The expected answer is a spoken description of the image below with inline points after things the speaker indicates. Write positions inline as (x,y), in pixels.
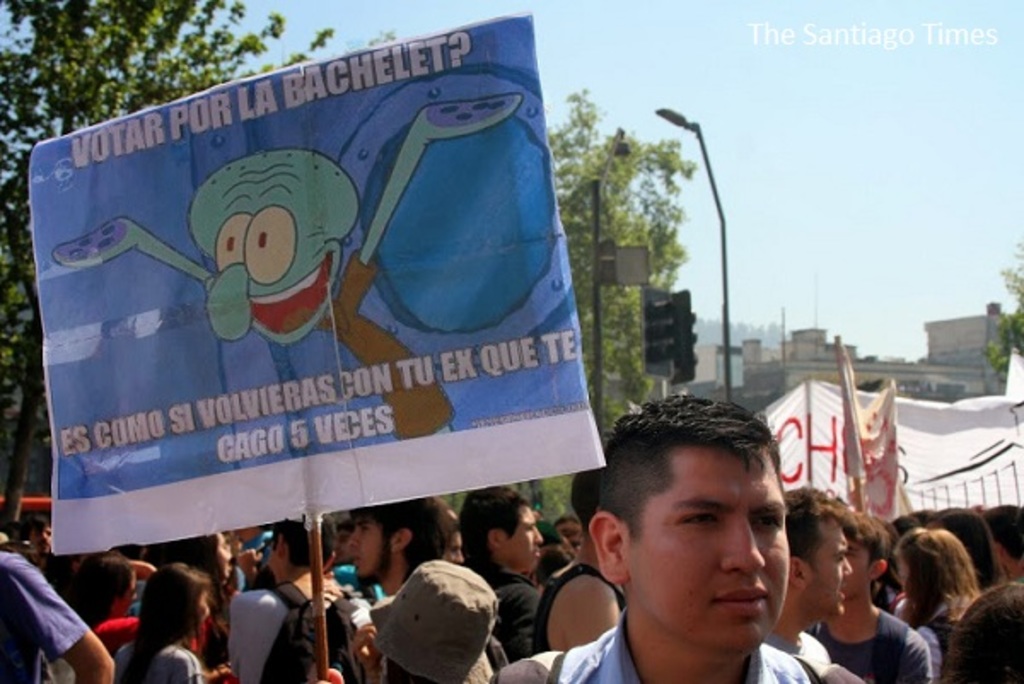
In the picture we can see a group of people (668,581) standing and one man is holding a board (136,427) and In the background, we can see some poles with street lights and a traffic light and behind it, we can see some trees (198,74) and buildings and in the background (732,195) we can see a sky (610,76).
